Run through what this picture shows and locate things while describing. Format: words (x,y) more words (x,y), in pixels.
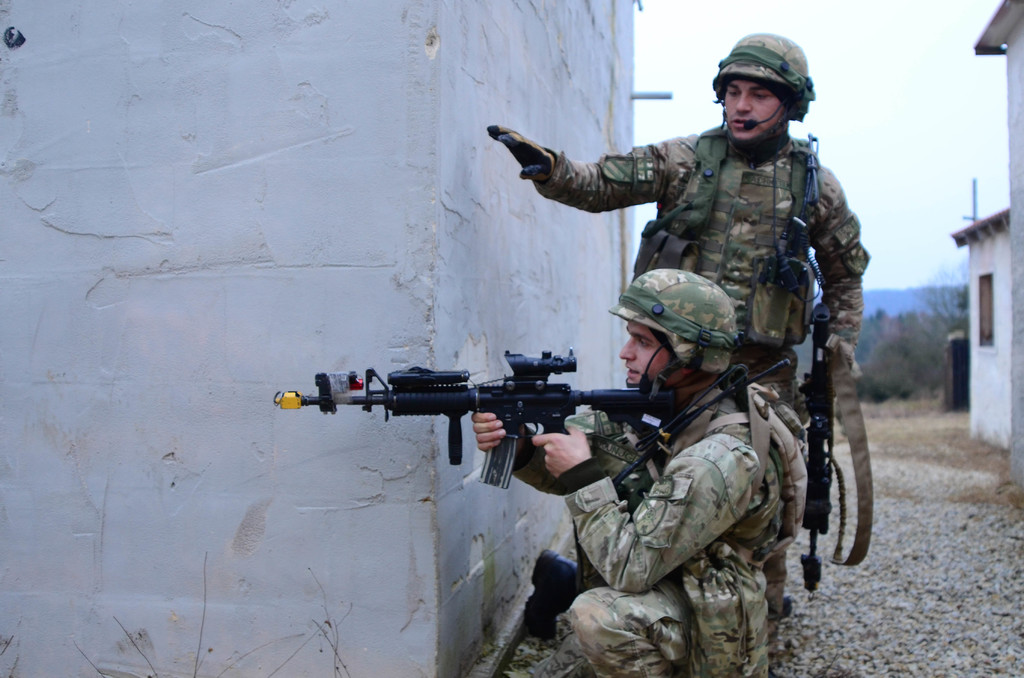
The man (605,427) in the uniform (577,497) is holding a rifle (651,413) in his hand (500,436). Beside him, the man (722,237) in the uniform (734,204) is holding a rifle (821,488) in his hand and he is standing. Beside them, we see a white wall (413,224). At the bottom of the picture (880,583), we see concrete stones (922,623). On the right side (975,381), we see buildings (1017,348) in white color. There are trees (944,333) and hills (895,310) in the background (896,330). In the right top of the picture (857,43), we see the sky (638,44).
